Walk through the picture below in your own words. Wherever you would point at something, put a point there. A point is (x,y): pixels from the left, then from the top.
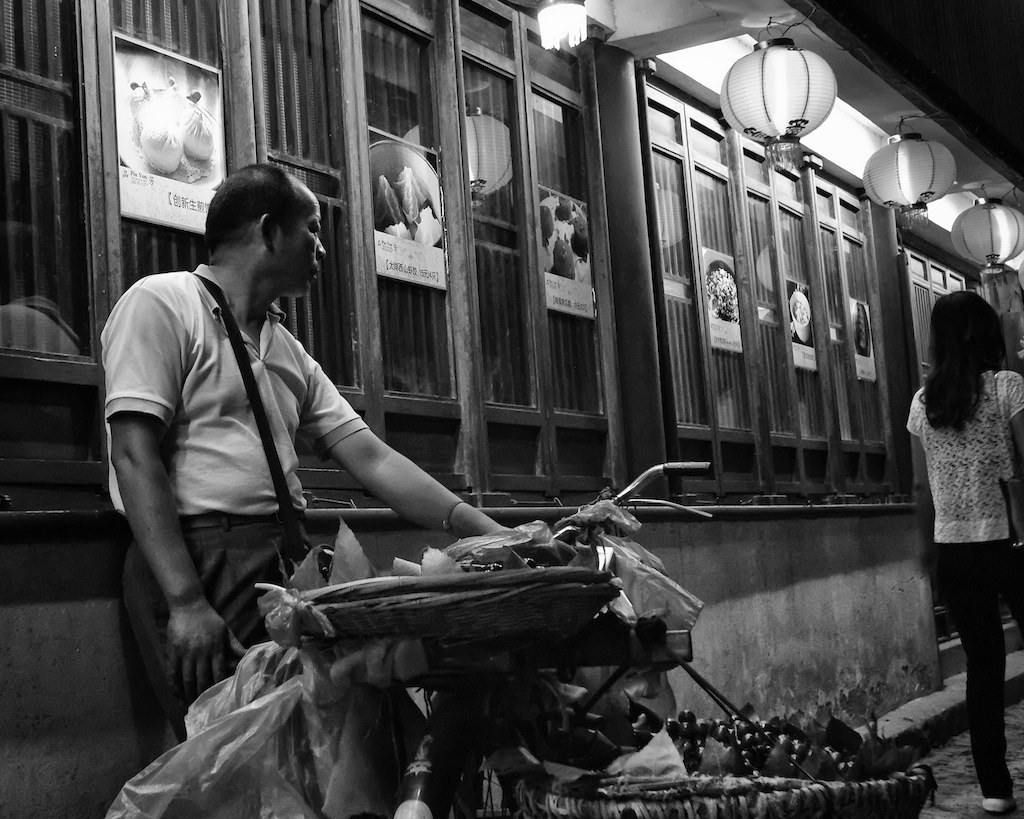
In this picture there is a man (289,493) standing and holding the bicycle (678,643) and there are fruits (833,767) in the baskets (818,796) and there is a woman (976,752) walking. At the back (730,352) there are boards (382,256) on the wall (767,562). At the top (968,213) there are lights (932,192). At the bottom (945,746) there is a road (1013,709).
